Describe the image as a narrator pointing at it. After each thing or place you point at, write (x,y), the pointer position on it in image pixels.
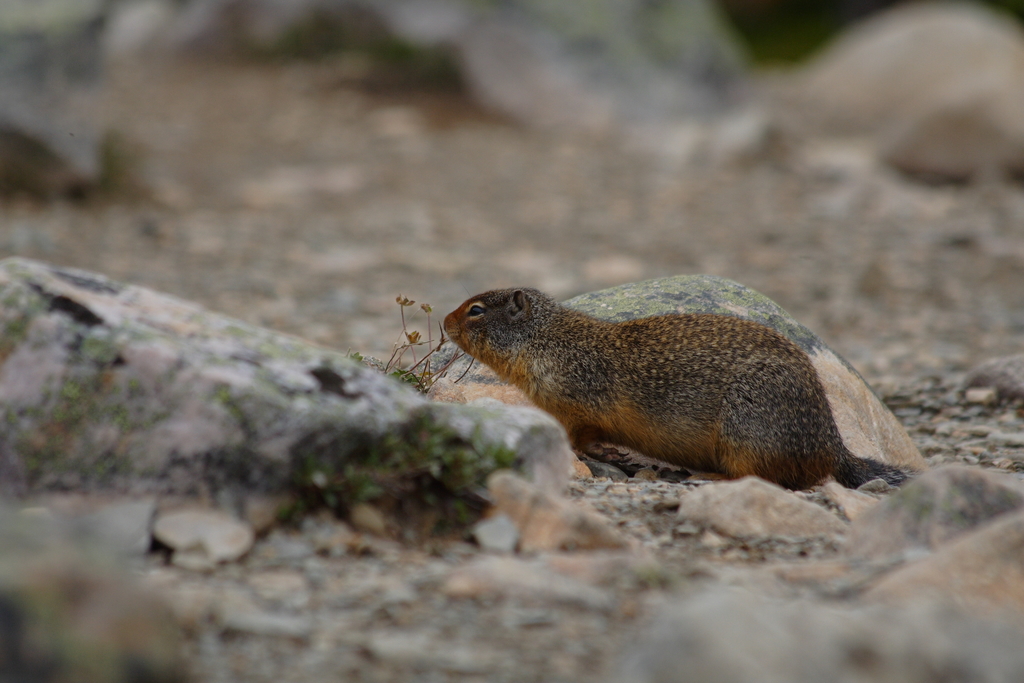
In this image, we can see a squirrel (564,345). There are rocks (257,432) in the middle of the image (365,421). In the background (423,260), image is blurred.
